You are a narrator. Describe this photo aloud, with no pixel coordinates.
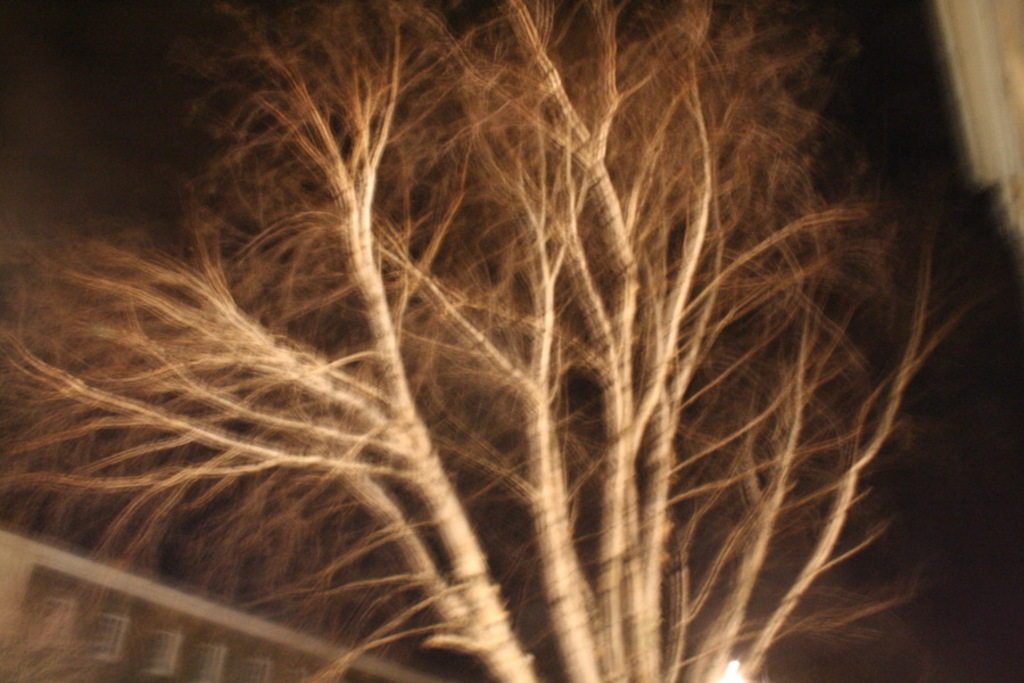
In the picture we can see a dried tree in the dark.
